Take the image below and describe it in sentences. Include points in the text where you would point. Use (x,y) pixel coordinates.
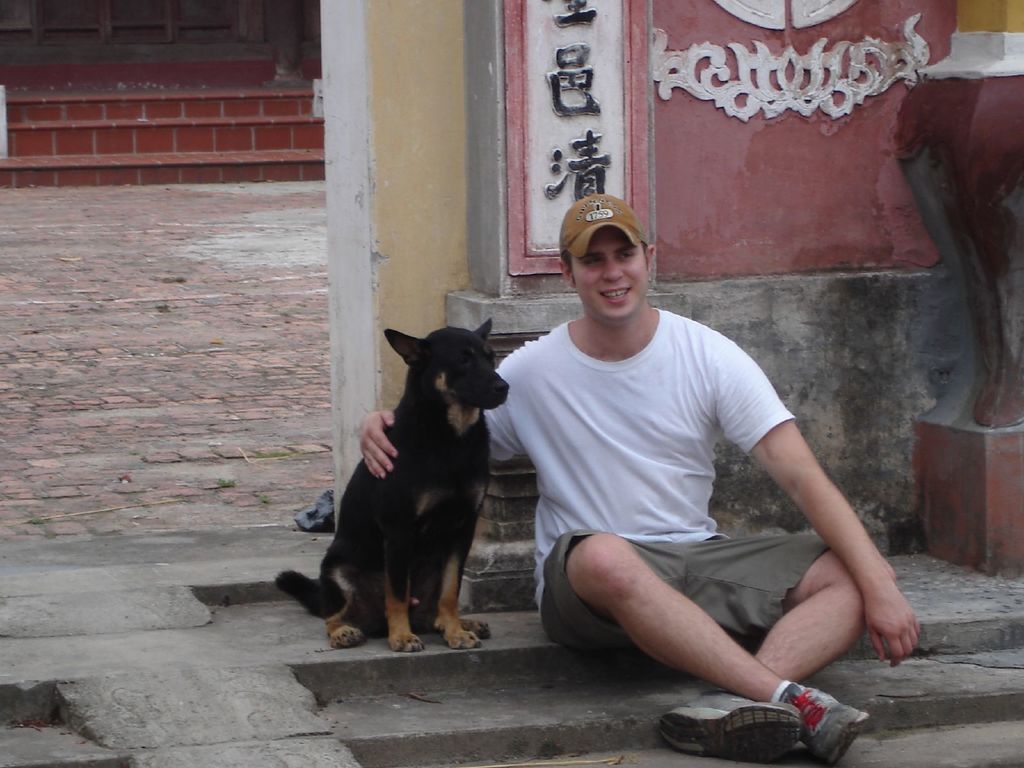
This man (567,333) and his dog (434,453) are highlighted in this picture. This man (740,685) in white t-shirt (634,457) is sitting on floor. Beside this man (577,405) a black dog (463,366) is sitting. Far there are steps (193,140).
